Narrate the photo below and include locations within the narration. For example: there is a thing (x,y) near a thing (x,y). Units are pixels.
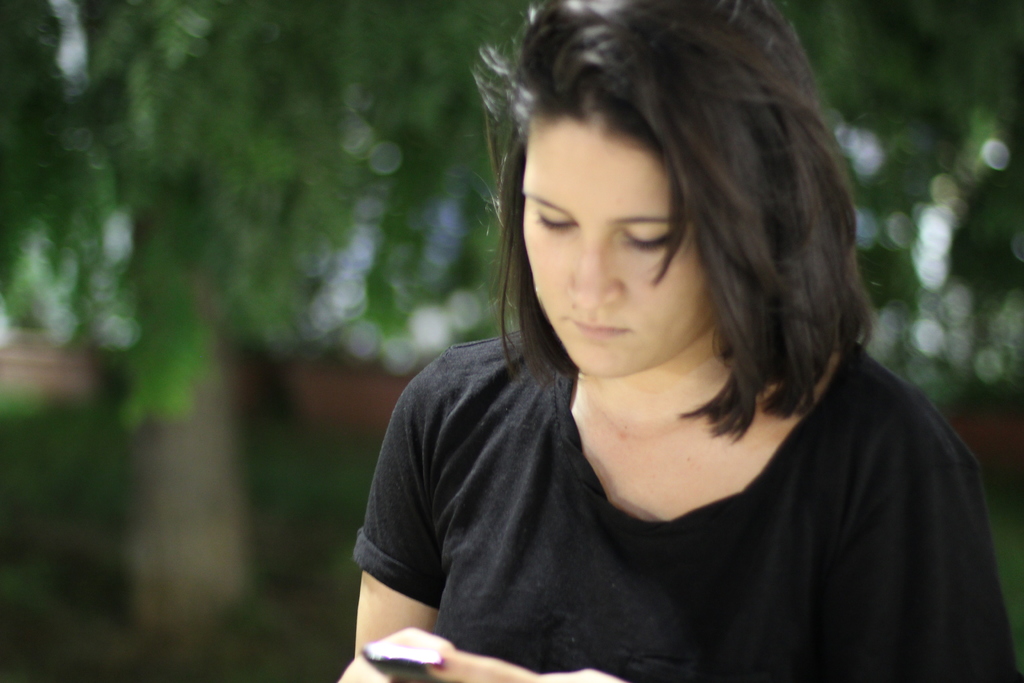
In this image I can see a woman (580,504) is holding the phone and looking into that, she wore black color t-shirt (593,592). At the back side (388,267) there are trees (176,46).
